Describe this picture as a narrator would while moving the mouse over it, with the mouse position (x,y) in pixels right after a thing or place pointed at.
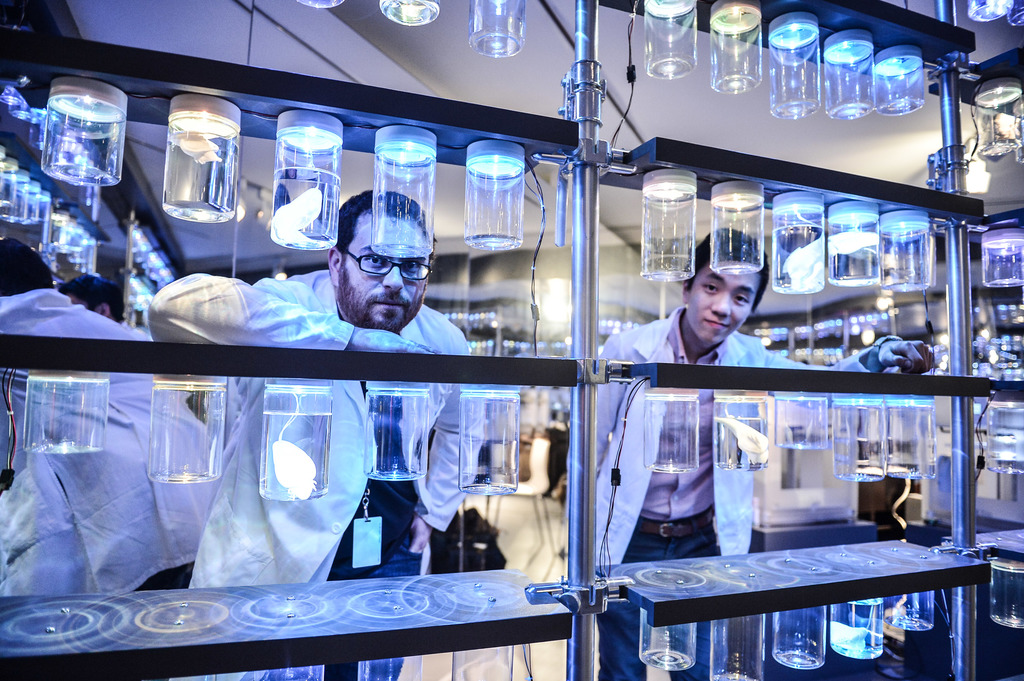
This is a laboratory (518,284). Here we can see a rack stand (577,559) with some items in the jar (287,243) and empty jars (95,400) attached to the racks (308,624). In the background (450,524) the image is blur but we can see few persons (418,535), chairs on the floor (445,654), lights (799,333) on the ceiling (208,257) and other objects (780,329).
